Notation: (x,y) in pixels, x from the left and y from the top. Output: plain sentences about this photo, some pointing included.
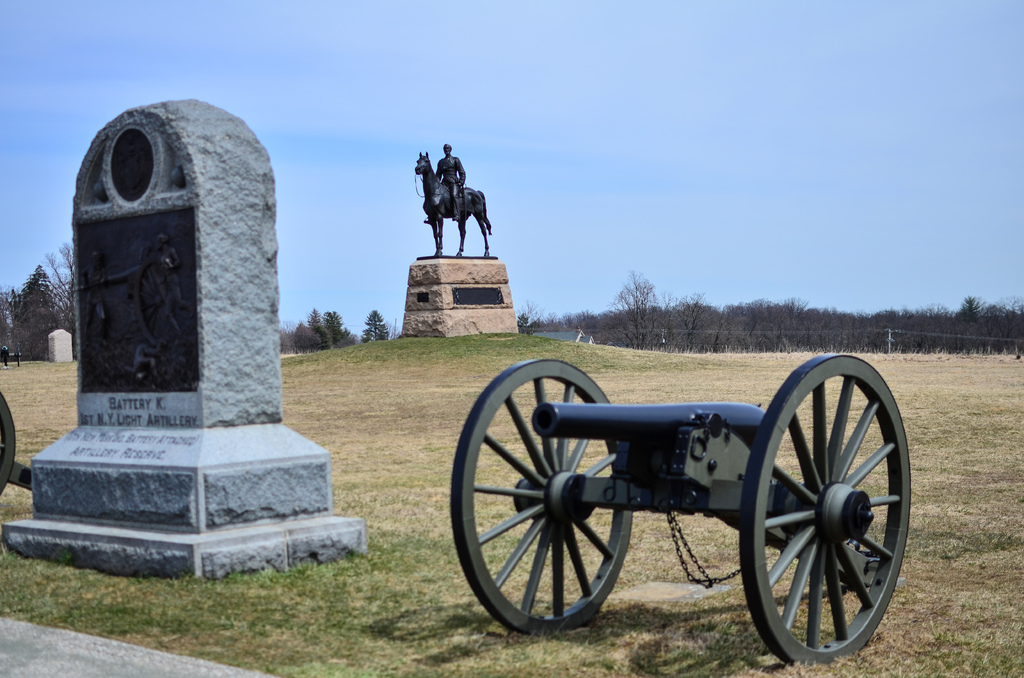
This is an outside view. On the right side (825,507) there is a Cannon (458,509) on the ground (346,624). On the left side (172,356) there is a memorial (156,361). In the background (440,218), I can see a statue (457,180) of a person (454,187) sitting on a horse (452,209). This statue (443,206) is placed on a pillar (442,286). In the background (624,330) there are many trees (780,330). At the top of the image (758,106) I can see the sky (446,62).
